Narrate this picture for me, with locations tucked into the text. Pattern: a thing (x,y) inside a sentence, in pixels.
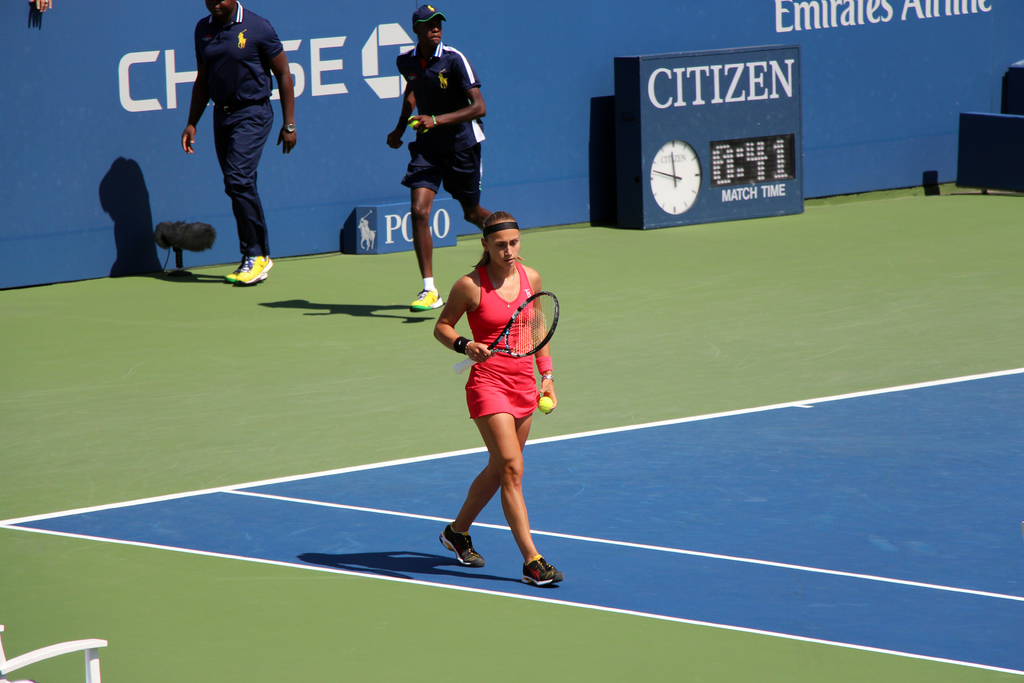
As we can see in the image, there are three people (245,129). The woman (444,309) is holding ball (542,398) and racket (530,342) in her hand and these two people (248,79) are walking on ground (283,324).
